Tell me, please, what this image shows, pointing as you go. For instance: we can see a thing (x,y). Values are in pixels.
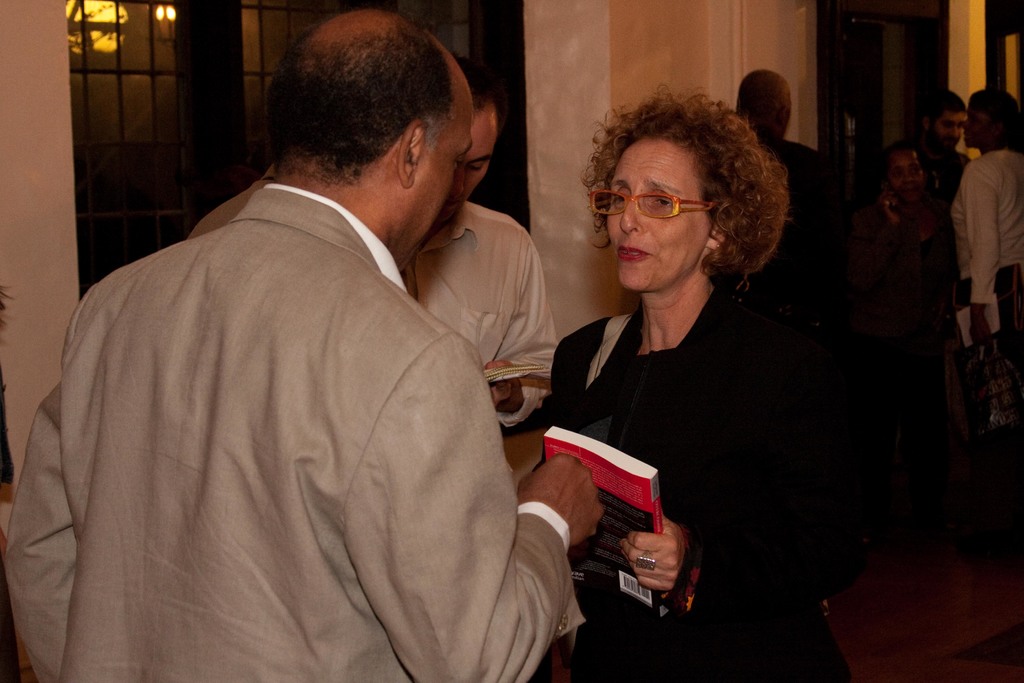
Here we can see few persons (754,378). She holding a book (627,492) with her hand (663,589) and she has spectacles (641,204). In the background (638,60) we can see wall (578,307), lights (156,16), and glasses (160,48).
